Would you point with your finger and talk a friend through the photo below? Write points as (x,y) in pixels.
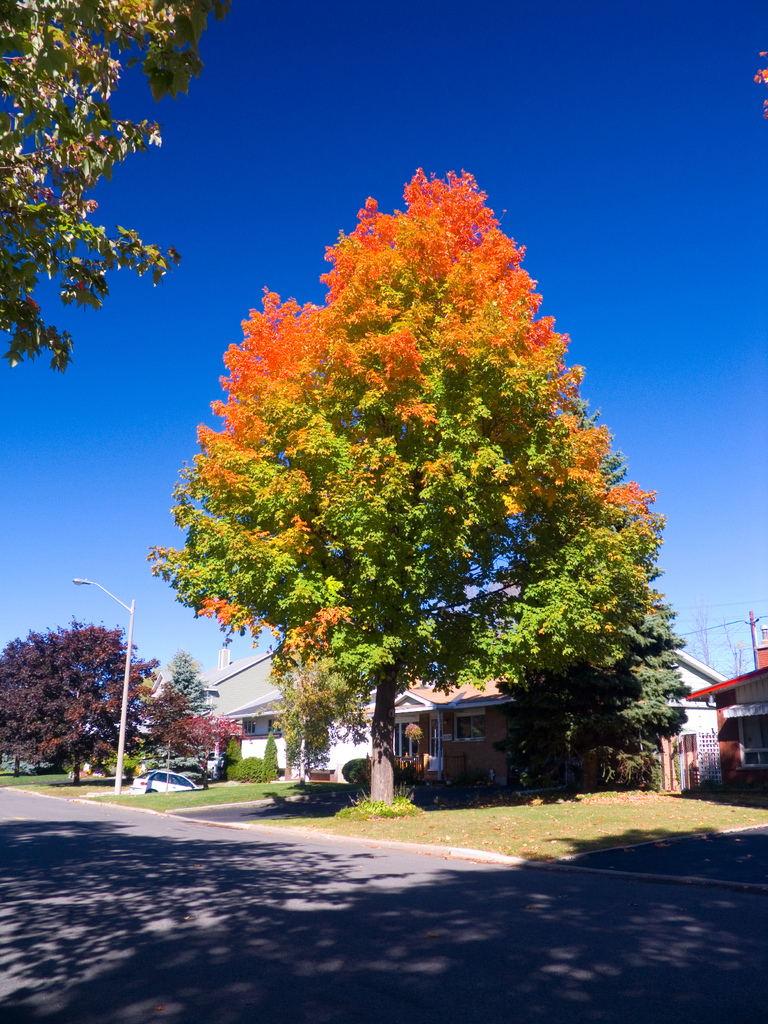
This picture is clicked outside. In the foreground (355,946) we can see the road (417,913) and the shadow (505,921) of the trees (96,705) on the road (351,911). In the center (344,432) we can see the trees (478,558), houses (470,749), grass (676,815), plants (229,774), vehicles (186,776) and a street light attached to the pole (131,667). In the background (337,121) we can see the sky (598,179).
